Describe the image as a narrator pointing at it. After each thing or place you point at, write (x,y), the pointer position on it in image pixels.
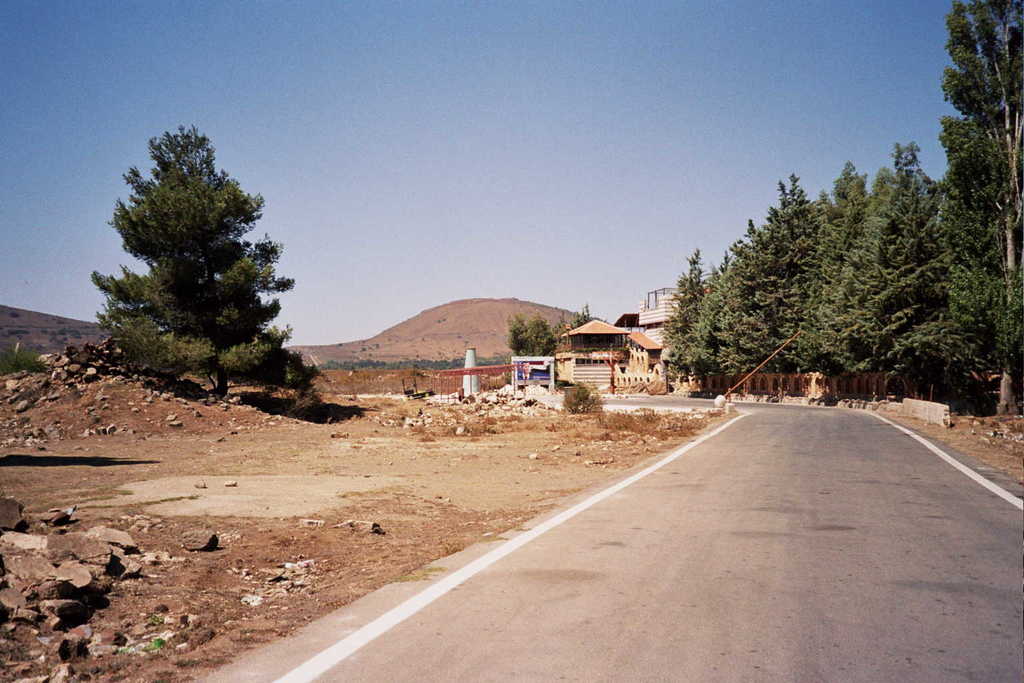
This picture is taken from outside of the city. In this image, on the right side (988,304), we can see some trees (986,304), stones (944,411), wood grill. On the left side (122,288), we can also see some trees (220,266), stones (31,387), rocks (23,377), plants (574,391). In the middle of the image (571,374), we can see a pillar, houses (560,362), staircase (585,380), building (585,367). In the background (518,334), we can also see some trees (539,328), rocks (505,317). At the top (561,57), we can see a sky (642,128), at the bottom (852,544), we can see a road (776,543) and a land (4,435) with some stones (82,545).
